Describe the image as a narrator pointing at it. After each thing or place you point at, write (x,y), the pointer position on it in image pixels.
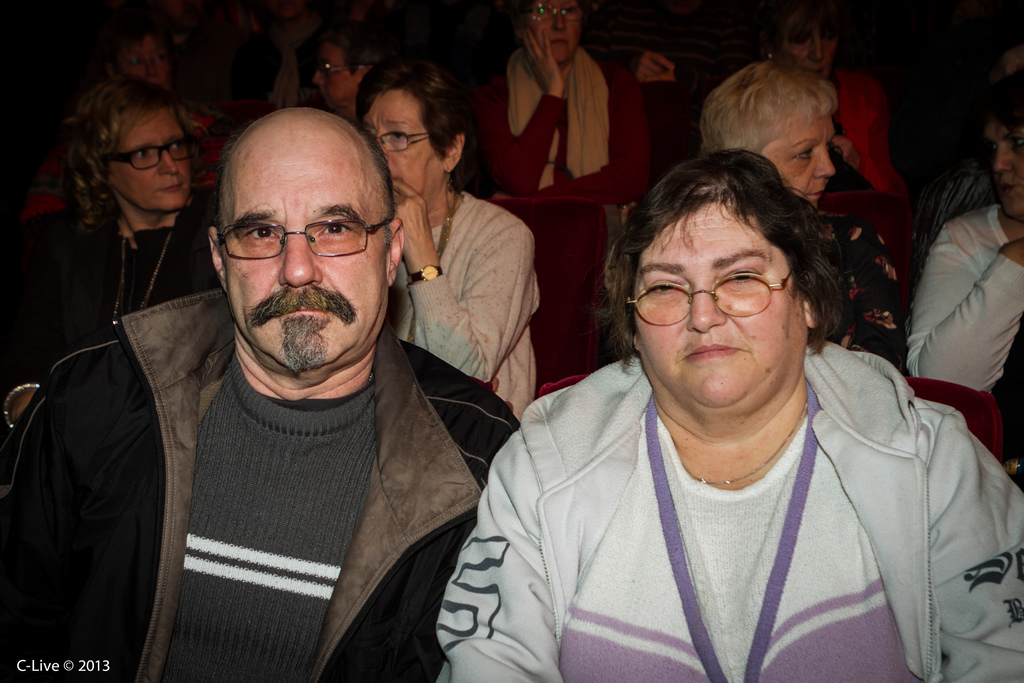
In this image we can see some people (735,261) are sitting on the chairs (920,380), some text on the bottom left side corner of the image, some people (606,73) are sitting in the background (976,38) and the background (944,95) is dark.
